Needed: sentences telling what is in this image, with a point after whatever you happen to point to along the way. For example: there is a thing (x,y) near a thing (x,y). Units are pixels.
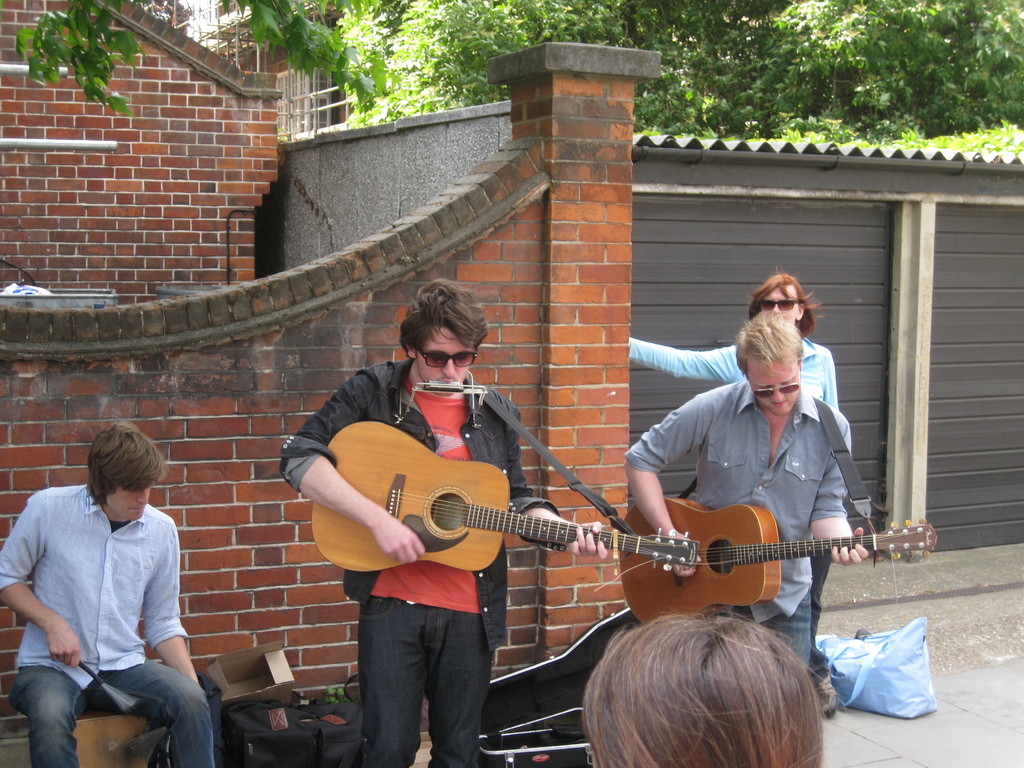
This image is taken in outdoors. In the left side of the image (173,670) there is a person (177,551) sitting on a stool (106,724). In this image there are five people (416,705). In the right side of the image (1009,260) there is a shutter (992,225). In the middle of the image (553,465) there is a person (467,718) standing holding a guitar (451,526) in his hands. At the background (298,348) there is a brick wall (237,173) and a house (190,232). At the top of the image (933,43) there are few trees (877,33).
